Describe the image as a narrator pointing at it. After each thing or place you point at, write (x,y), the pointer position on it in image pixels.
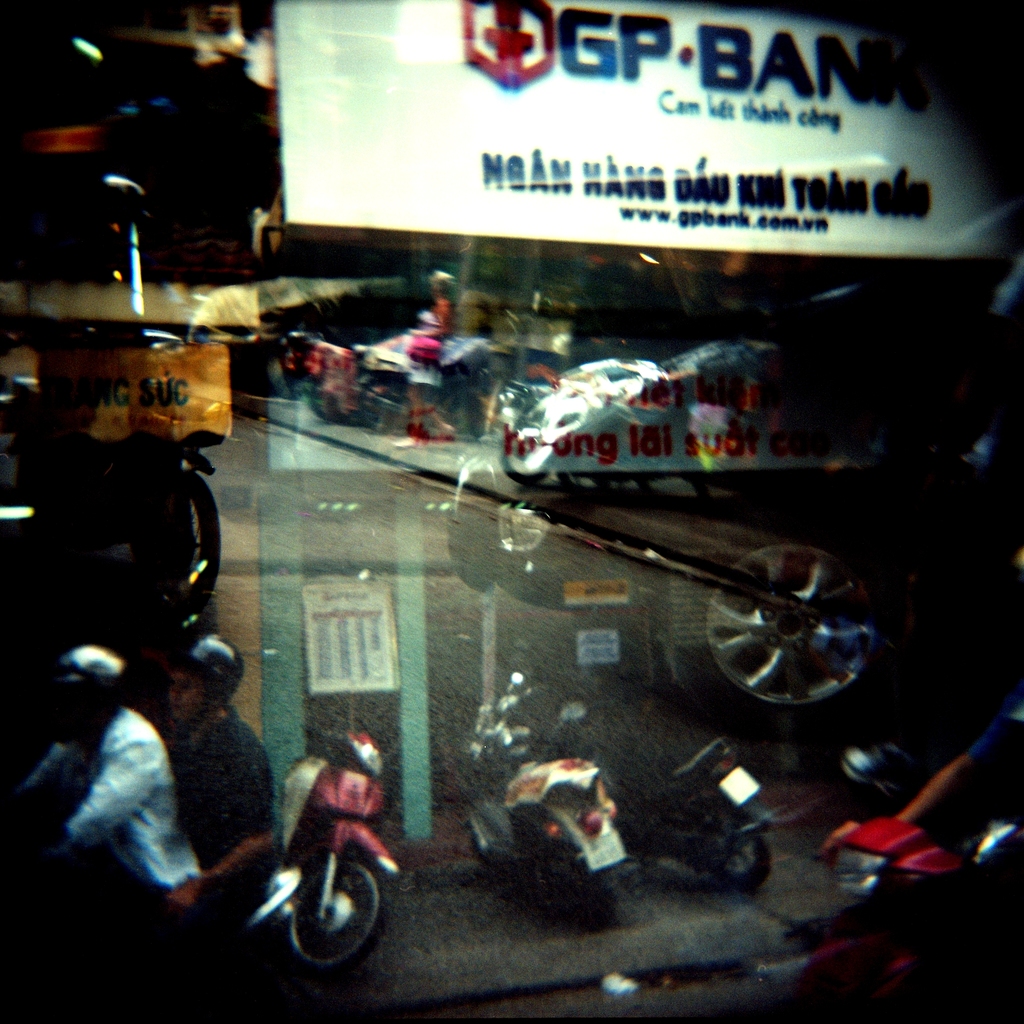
In this image we can see a glass (468,348). On the glass (699,591) we can see a reflection (876,872) of vehicles (733,782) and persons (251,759). At the top (703,125) we can see a banner (721,61) with text (764,111).
